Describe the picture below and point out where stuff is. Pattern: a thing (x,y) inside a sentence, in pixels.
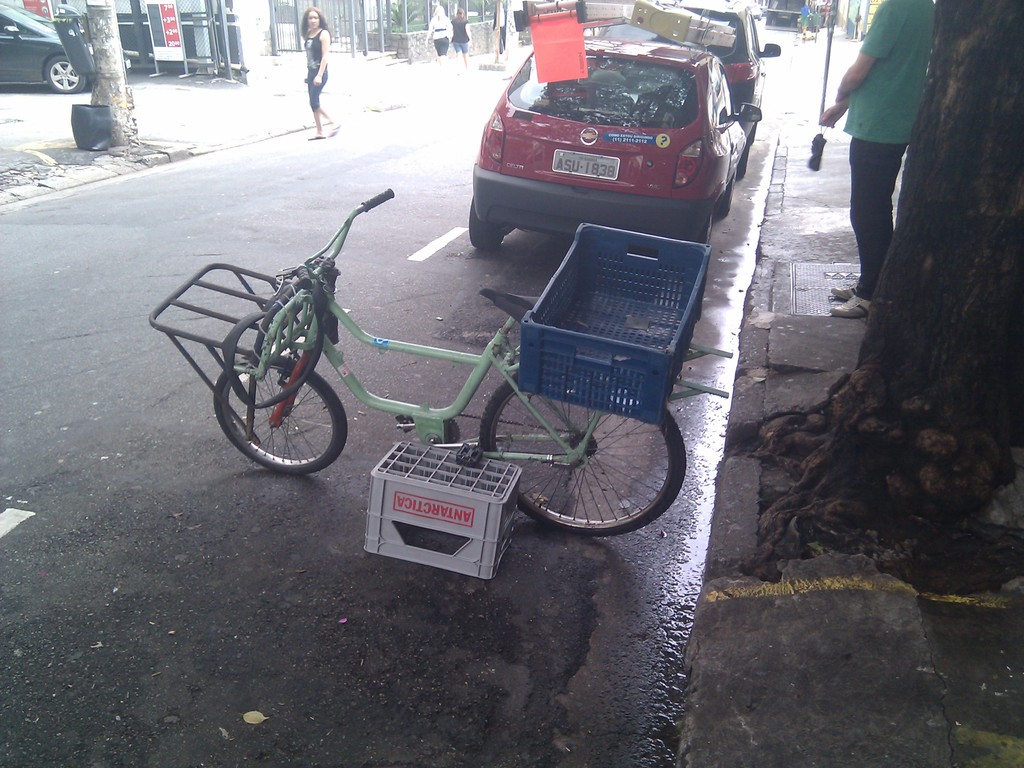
In the center of the image (411,491) we can see a cycle (440,415) and baskets (485,515). On the right side of the image (916,165), there is a tree (908,307) and one person (884,169) is standing and he is holding some object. In the background (18,43), we can see vehicles (673,54), few people (314,82) and a few other objects (566,44).
